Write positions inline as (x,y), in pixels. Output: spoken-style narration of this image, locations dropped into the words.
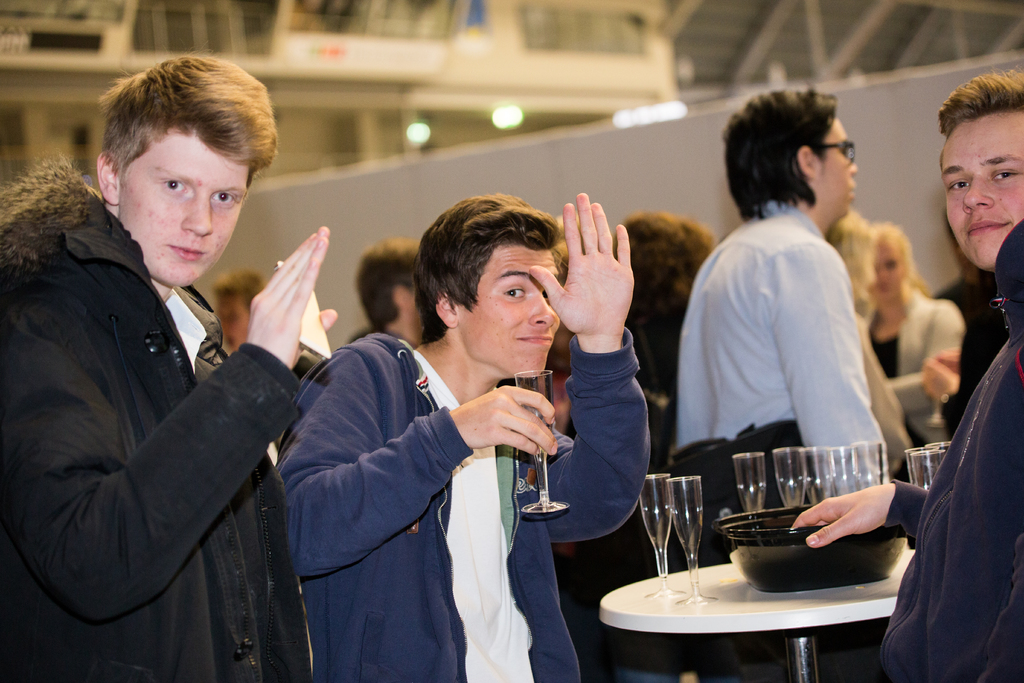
There are three man (433,430) standing and among them the left man (279,410) is holding mobile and middle person (574,479) is holding a glass (544,418) in their hand (532,440). On the table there are glasses (664,569) and a bowl (772,534). In the background (906,330) the image is not clear but we can see lights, few people (822,356) and some other objects (409,65).
